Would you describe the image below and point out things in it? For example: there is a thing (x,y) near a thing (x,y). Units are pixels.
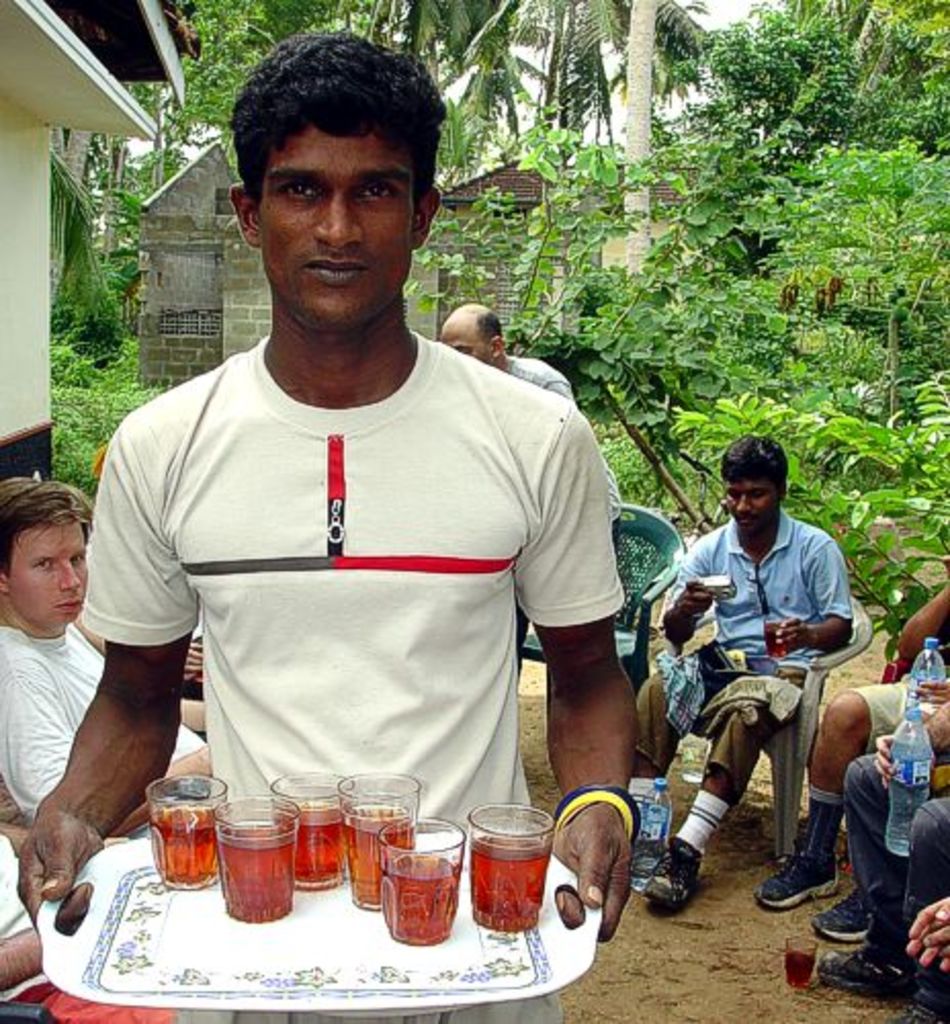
In this image in the foreground (310,476) there is one person (270,588) standing and he is holding a tray (288,945), in the tray (276,947) there are some glasses (379,866). And in the glasses (302,880) there is drink (511,890) and in the background (48,545) there are some people (825,617) sitting on chairs (664,582) and they are holding bottles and glasses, and objects (704,585) and also we could see trees (713,240) and houses (142,126). At the bottom (671,951) there is sand (674,931).
